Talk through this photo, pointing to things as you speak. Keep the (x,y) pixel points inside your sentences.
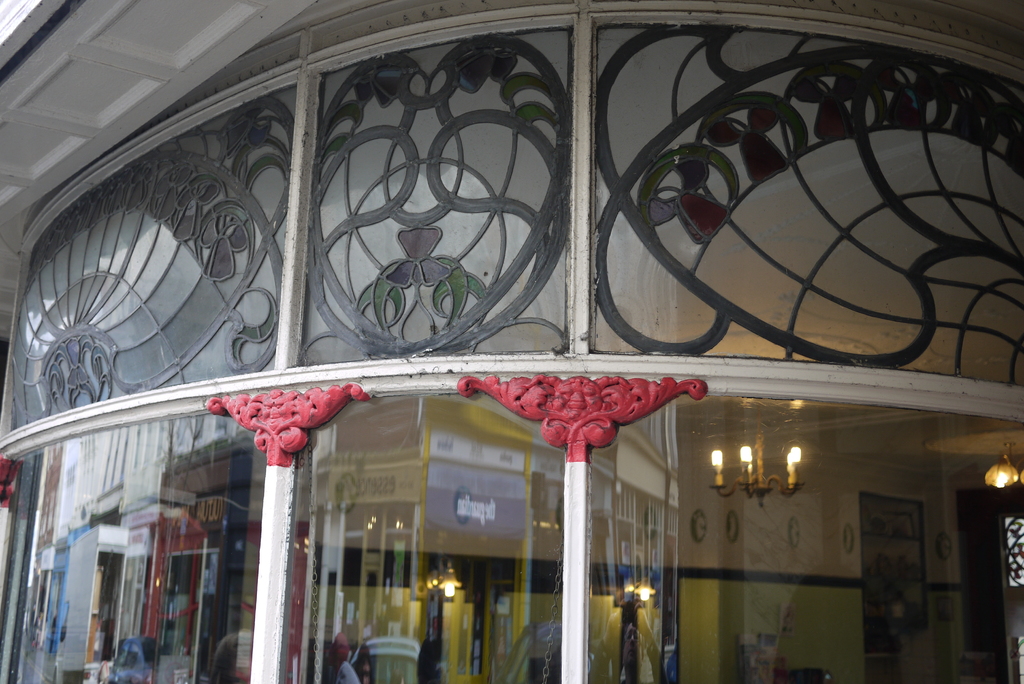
There is a building (161,319) presenting in this picture.
